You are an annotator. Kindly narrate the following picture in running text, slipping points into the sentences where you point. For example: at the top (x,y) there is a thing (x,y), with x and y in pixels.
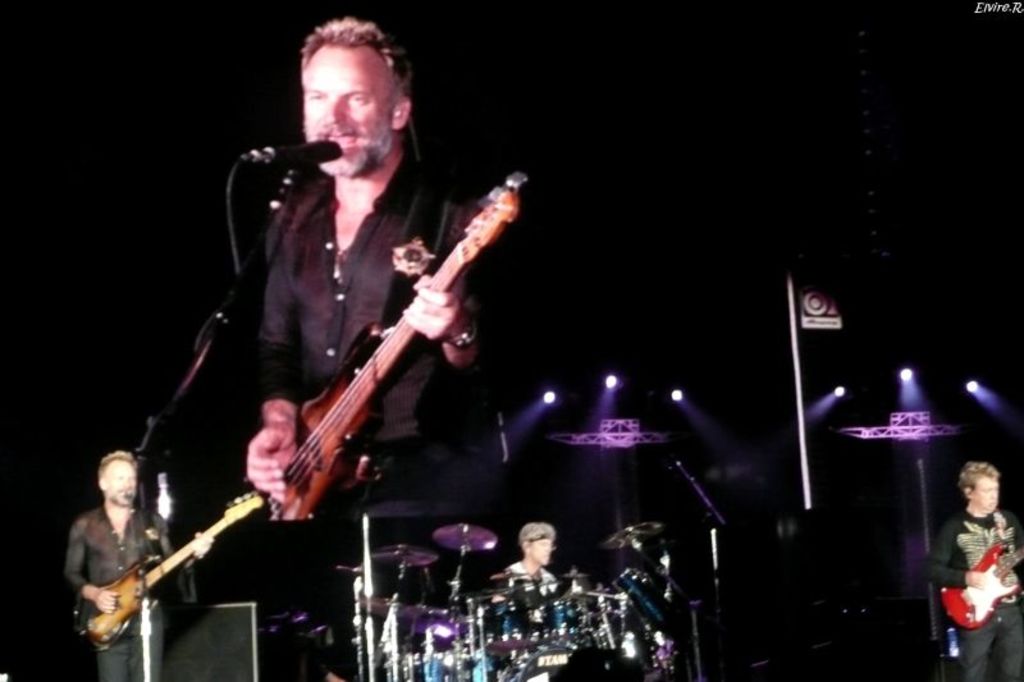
A man (360,287) is singing on microphone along with that he is playing guitar (329,427) behind him there is a man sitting and beating the drums (454,576) and the right side of an image (935,565) there is another person (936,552) and behind him there is a light (910,387).
